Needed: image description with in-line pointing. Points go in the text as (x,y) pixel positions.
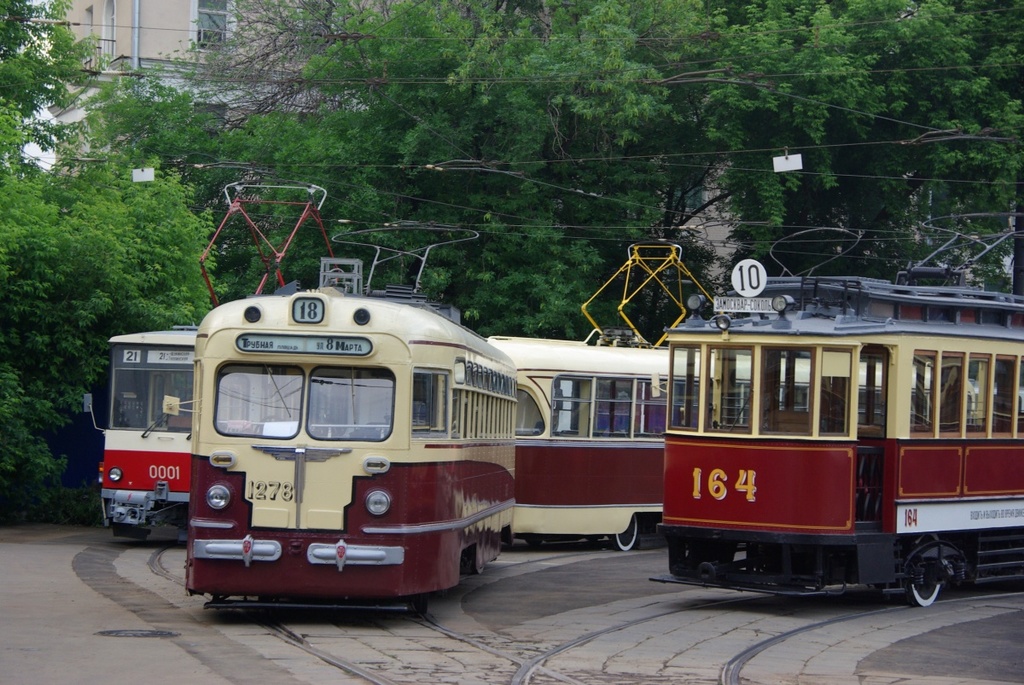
In this image we can see few trams (898,393) and some text (297,304) written on it, trees (514,132), electrical wires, behind we can see the building (67,110) and few windows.
